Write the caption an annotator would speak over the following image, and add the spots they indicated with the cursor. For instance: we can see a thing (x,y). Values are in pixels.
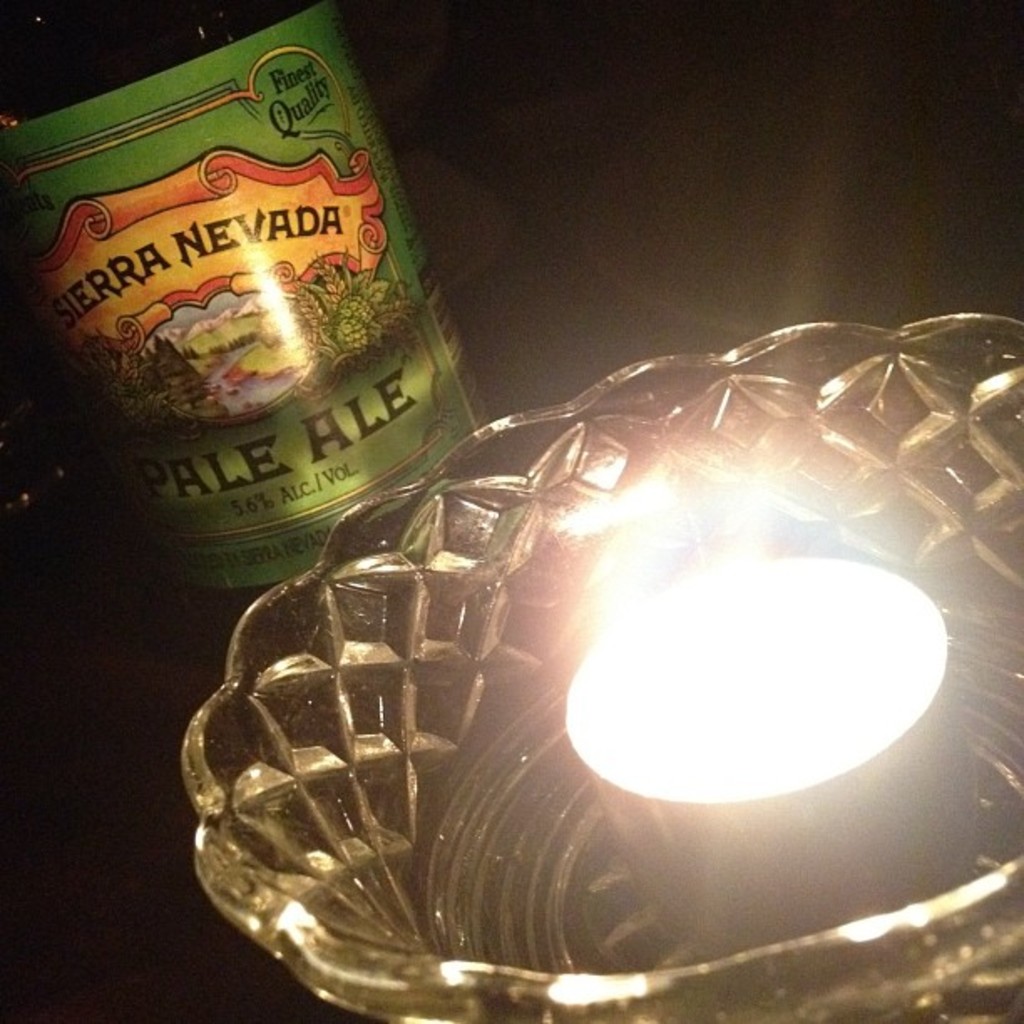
This image consists of light (733,688) kept in a bowl (394,534). In the background (224,286), we can see a bottle (261,349). On which there is a green color along with the text (291,453). The background (109,818) is too dark.
